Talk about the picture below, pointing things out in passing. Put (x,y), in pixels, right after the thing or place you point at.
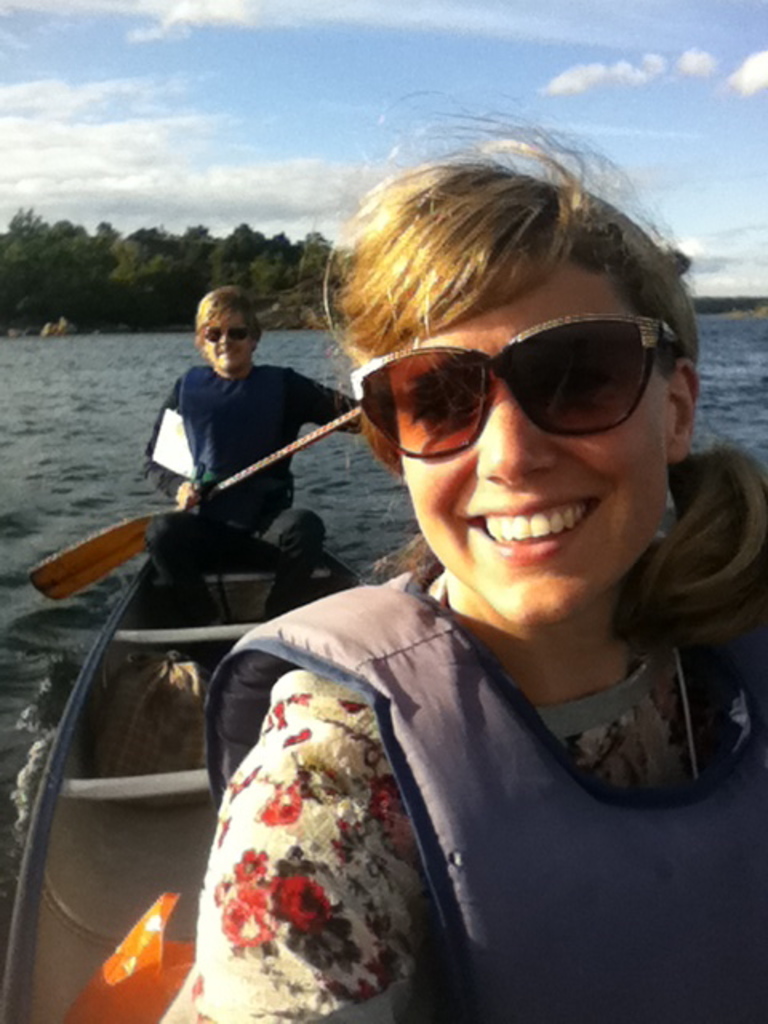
In the image we can see a woman (526,798) on the right side of the image (550,843) and the woman (640,840) is wearing clothes (551,813), life jacket (488,704), goggles (426,447) and she is smiling. Behind her there is a person (276,469), sitting in the boat (110,789), wearing clothes (203,450), goggles (232,333) and holding the paddles (135,521). Here we can water (99,499), trees (123,291) and the cloudy sky (214,166).
